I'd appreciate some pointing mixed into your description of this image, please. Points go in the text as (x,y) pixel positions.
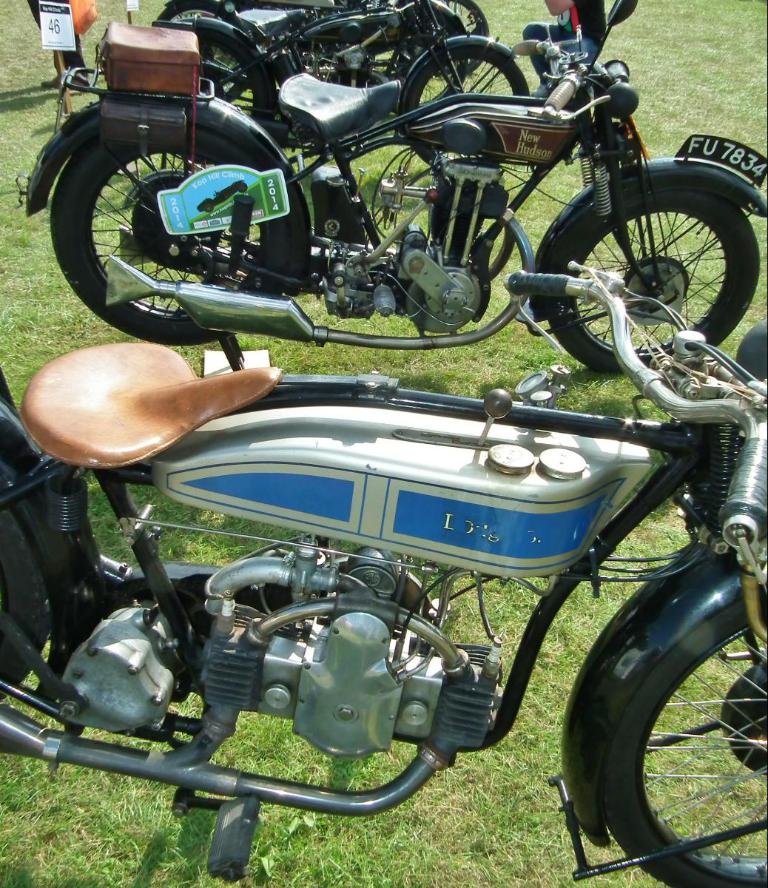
In this picture we can see bikes (219,123). On the left side of the picture (47,26) we can see boards (47,4). At the bottom portion of the picture (596,606) we can see green grass (435,774).
